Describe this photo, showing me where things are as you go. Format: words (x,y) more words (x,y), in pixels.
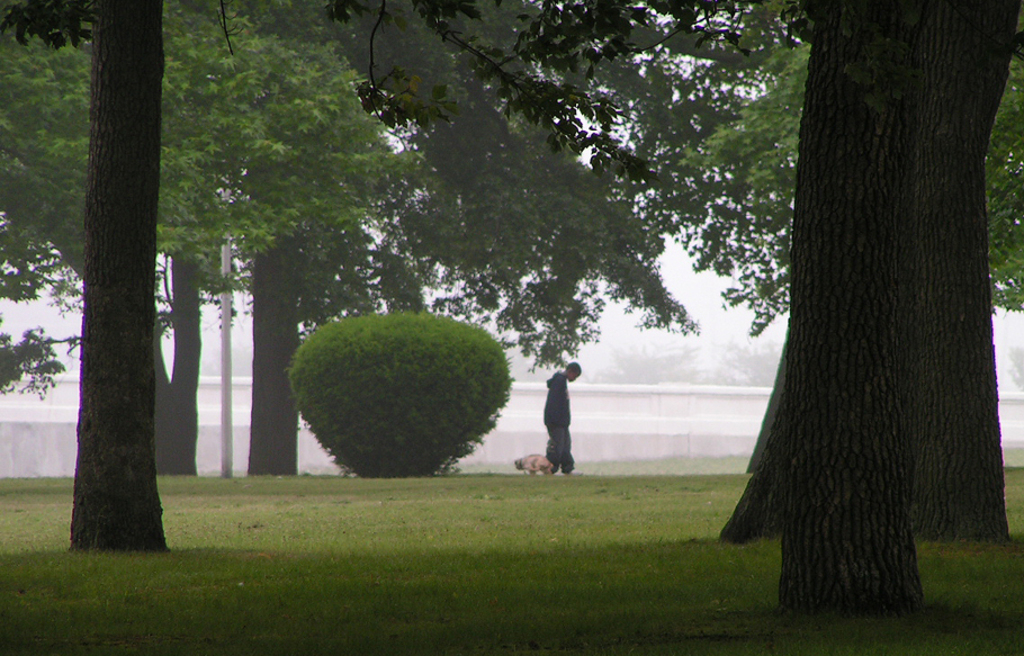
In this picture we can see an animal (524,461), person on the grass (585,562), pole (224,440), trees (235,280) and in the background (216,395) we can see the wall (675,399).
